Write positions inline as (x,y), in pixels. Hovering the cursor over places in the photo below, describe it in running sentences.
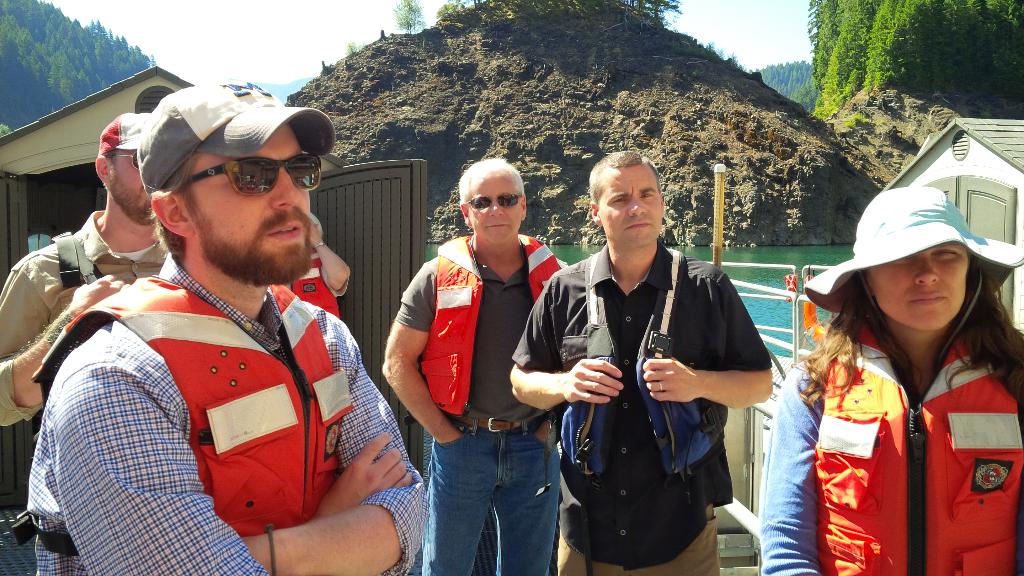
In this image I can see few people (340,354) are standing and I can see all of them are wearing life jackets (440,383). On the both sides of this image I can see few persons (311,364) are wearing caps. On the left side (153,230) I can see three of them are wearing shades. In the background (42,128) I can see two shacks (70,180), doors (25,216), railing (738,512), water (782,263), number of trees (2,52) and the sky (425,3).
